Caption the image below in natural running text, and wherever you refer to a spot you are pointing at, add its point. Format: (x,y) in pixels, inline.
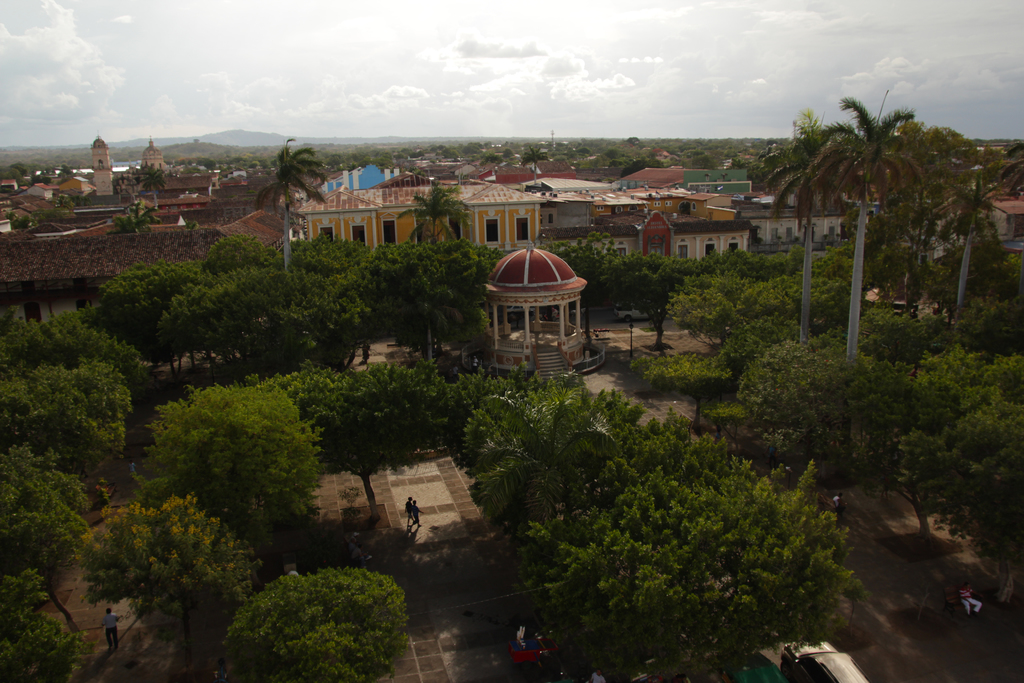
In this picture we can see some trees (491,457), walkway (411,530), persons (423,511) walking along the walkway (855,571), in the background of the picture (58,252) there are some houses (16,292) and mountains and top of the picture (384,88) there is cloudy sky (455,129).
